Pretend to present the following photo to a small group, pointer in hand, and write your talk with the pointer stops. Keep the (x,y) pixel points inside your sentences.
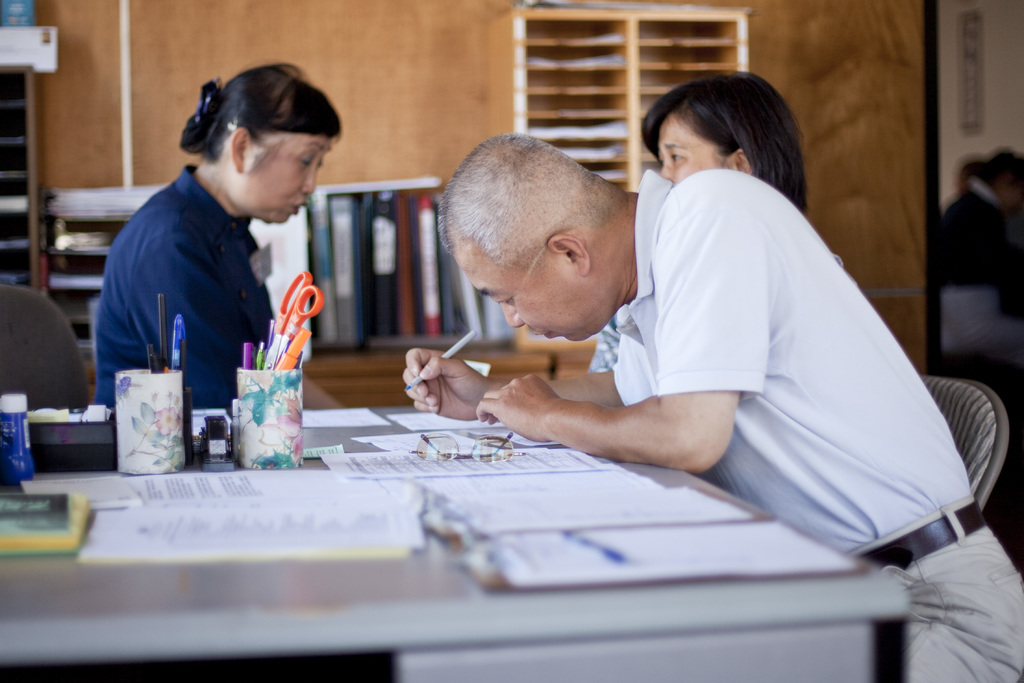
In this image we can see this person (569,338) wearing white T-shirt (866,442) is holding a paper (405,447) and writing on the paper (442,444). Here we can see papers (369,477), pens (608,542), pad (552,555), spectacles (430,456), glasses (248,438) with pens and scissors (284,331) in it and a few more things (3,428) on the table (528,595). In the background (226,266), we can see two women (219,252), files (375,268) kept on the shelf (444,311) and the wooden wall (472,89).
